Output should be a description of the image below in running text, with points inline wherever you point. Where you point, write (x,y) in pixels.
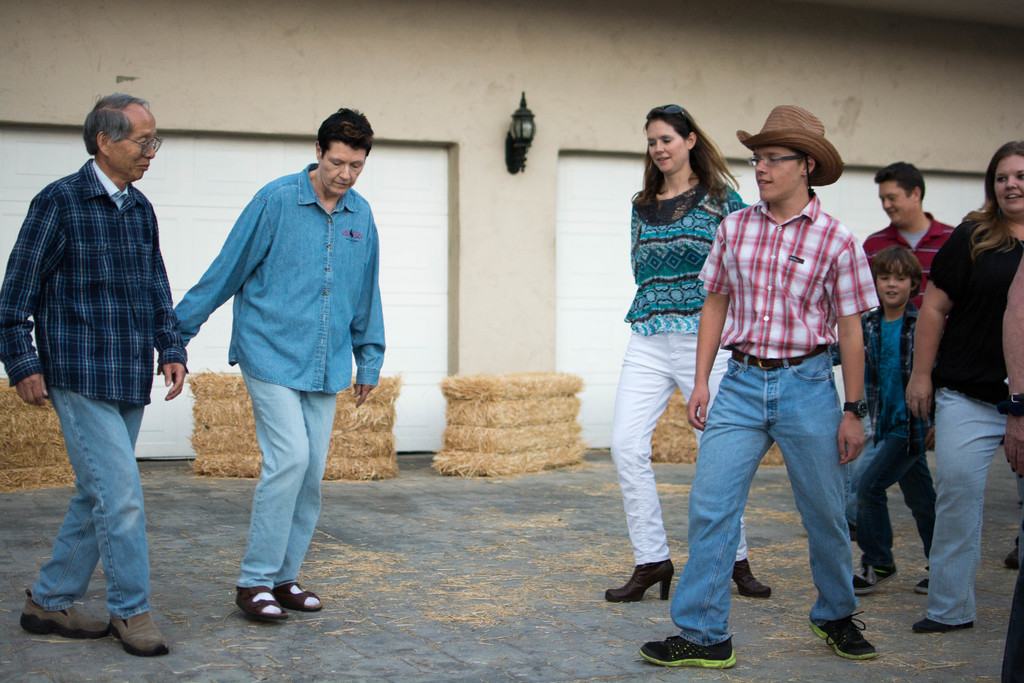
In this image there are group of persons (643,334), there is dry grass (486,423) on the ground (481,547), there is a wall (330,75), there is a light (517,136) on the wall (488,135).
